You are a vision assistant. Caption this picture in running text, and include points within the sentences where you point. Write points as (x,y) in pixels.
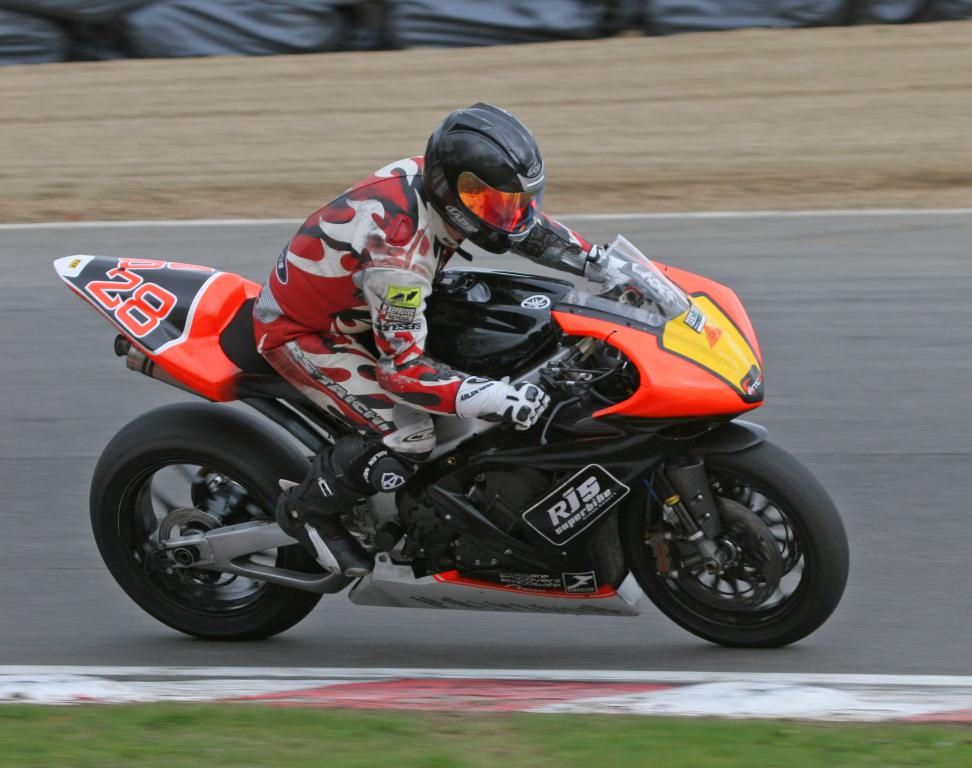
In this picture we can see a person (449,144) wearing a helmet (526,144) and riding on a motor bicycle (473,582). There is some text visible on this motor bicycle (519,582). We can see some grass (495,746) on the ground (292,758). There are a few objects (364,33) visible in the background (374,7).
